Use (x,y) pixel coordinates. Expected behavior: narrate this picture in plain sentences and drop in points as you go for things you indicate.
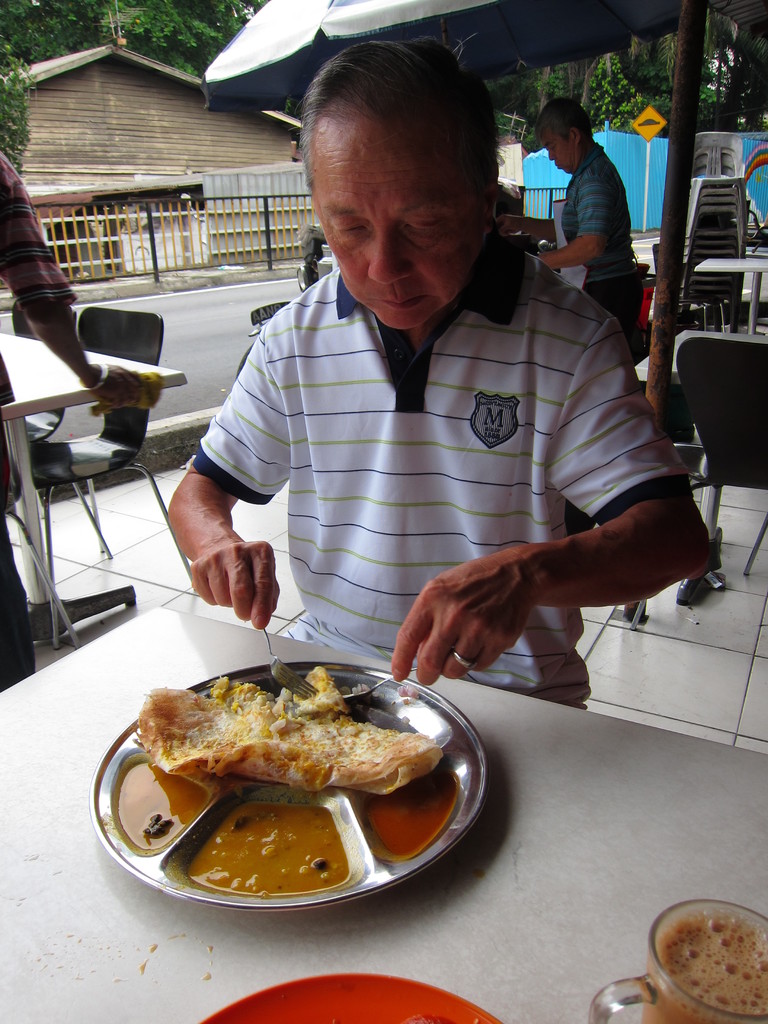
Here, we can see a white color table (176,936), on that table (90,761) there is a plate (336,888), in that plate (96,763) there is some food (397,790), there is a man (386,375) sitting and he is holding a fork (273,667) and a spoon (374,688), he is looking at the food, in the background (11,663) there are two persons (73,357) standing and there is a tent (257,29), there are some green color trees (5,136).
